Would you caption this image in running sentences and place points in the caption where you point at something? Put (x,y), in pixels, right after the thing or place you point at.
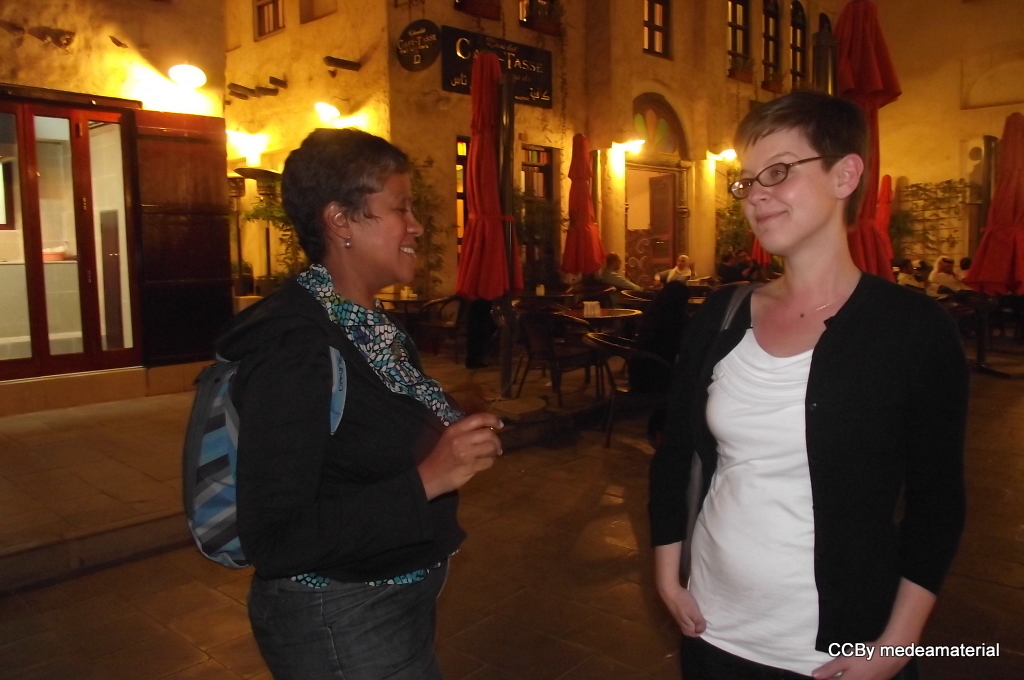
In this image I can see two persons (432,378) standing. The person (783,418) at right (783,418) wearing white and black shirt (801,415), at left (219,460) the person (427,429) wearing black shirt (301,440), blue bag (205,463). At back I can see few other persons (687,295) sitting umbrellas (489,243) in red color and a building (380,104).
